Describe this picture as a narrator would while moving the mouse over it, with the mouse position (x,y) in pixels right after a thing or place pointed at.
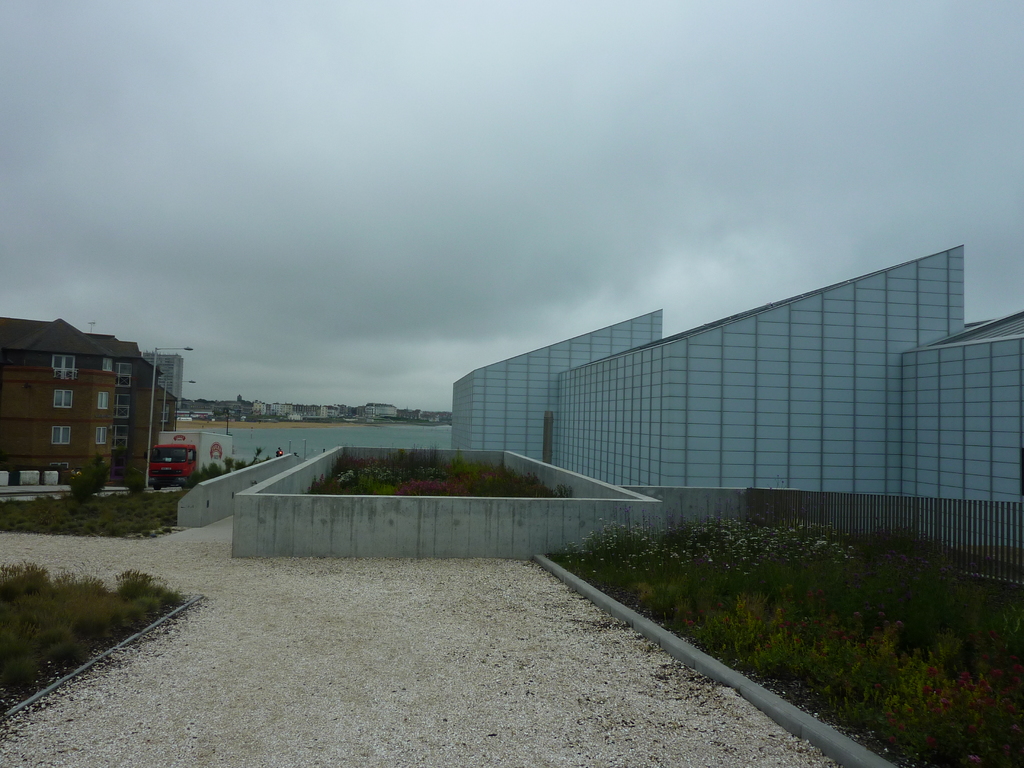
This is an outside view. At the bottom (391,724) there is a road (406,676). On both sides of the road (290,628), I can see the grass (63,621) and plants (690,577). In the background (878,455) there are many buildings (290,414). On the left side (150,435) there are few light poles (149,486) and also I can see a vehicle (174,468) on the road (164,489). On the right side (901,526) there is a railing (838,494). At the top of the image (558,191) I can see the sky (207,200) and it is cloudy.
